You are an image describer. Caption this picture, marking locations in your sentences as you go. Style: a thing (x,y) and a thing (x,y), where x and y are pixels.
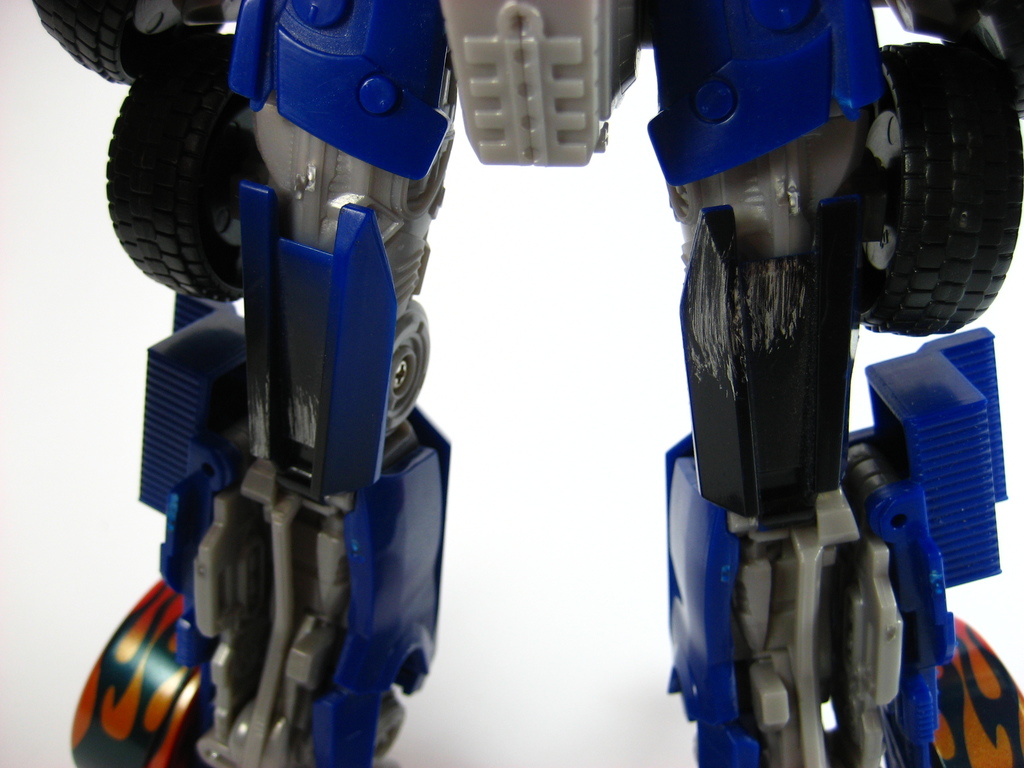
In this image I can see a toy (294,251) which is in blue and black color and I can see white color background (450,295).
